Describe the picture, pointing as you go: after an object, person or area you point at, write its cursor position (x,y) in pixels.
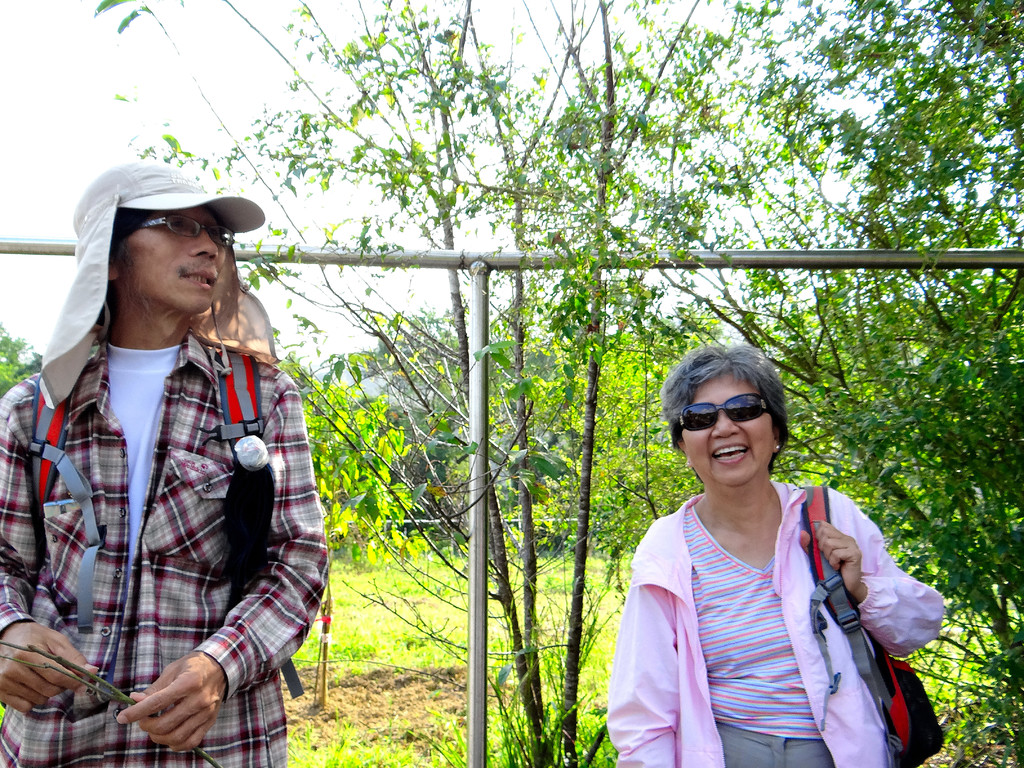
In this picture we can see two people (157,614) carrying bags (822,634), smiling and at the back of them we can see the grass (394,570), trees (410,456), poles (484,412) and in the background (250,131) we can see the sky (37,79).
